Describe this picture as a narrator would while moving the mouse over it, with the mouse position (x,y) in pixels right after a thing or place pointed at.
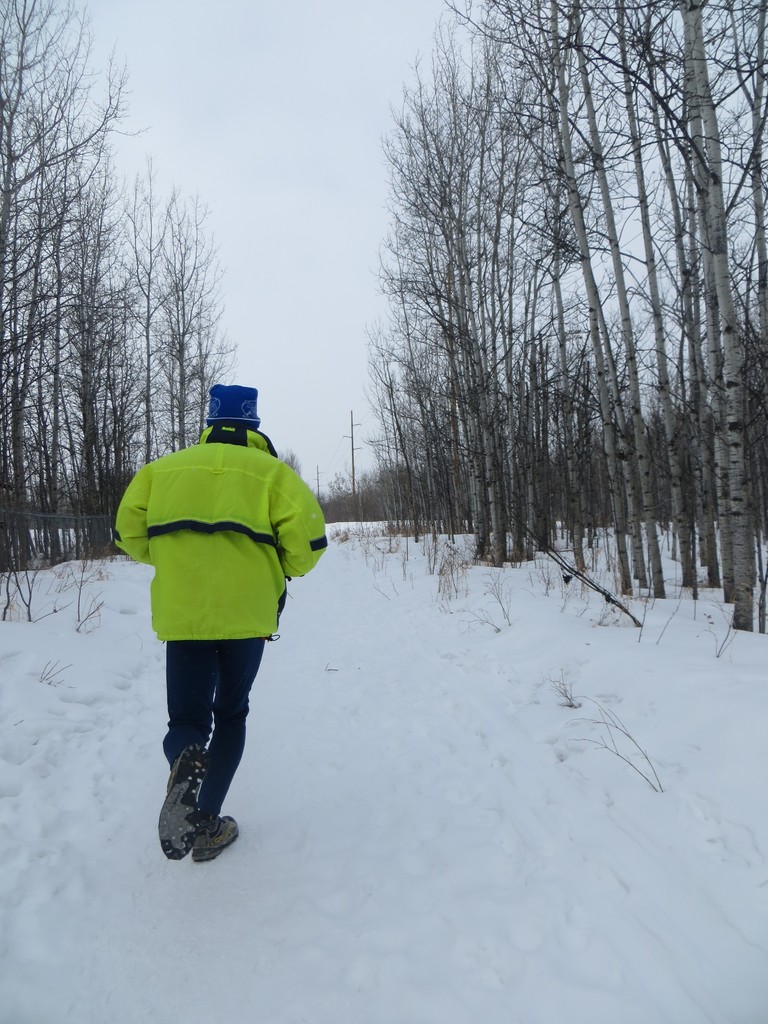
In the image there is a person (220,546) in jacket (239,611), shoe (182,830) walking on the snow (169,972) and on either side there are dry trees (22,402) and above its sky (297,240).
